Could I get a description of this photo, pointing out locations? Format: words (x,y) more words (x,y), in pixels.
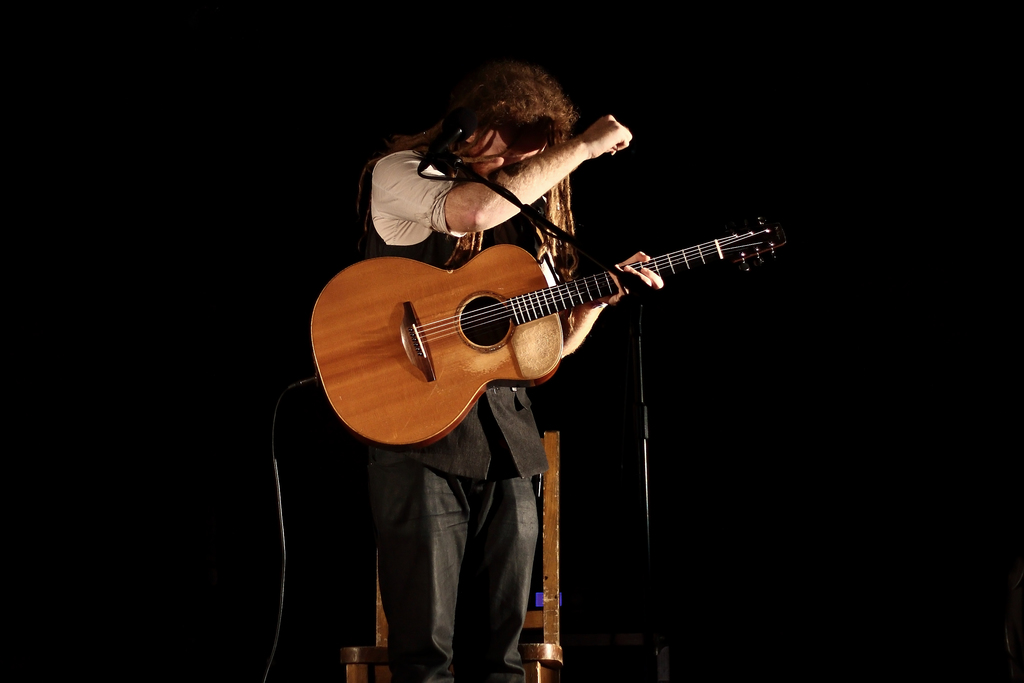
In the picture, there is a man (526,434) he is wearing a black color dress (497,670), he is holding a guitar (466,301) in his hand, there is a mic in front of him, in the background (685,309) it is black color.
